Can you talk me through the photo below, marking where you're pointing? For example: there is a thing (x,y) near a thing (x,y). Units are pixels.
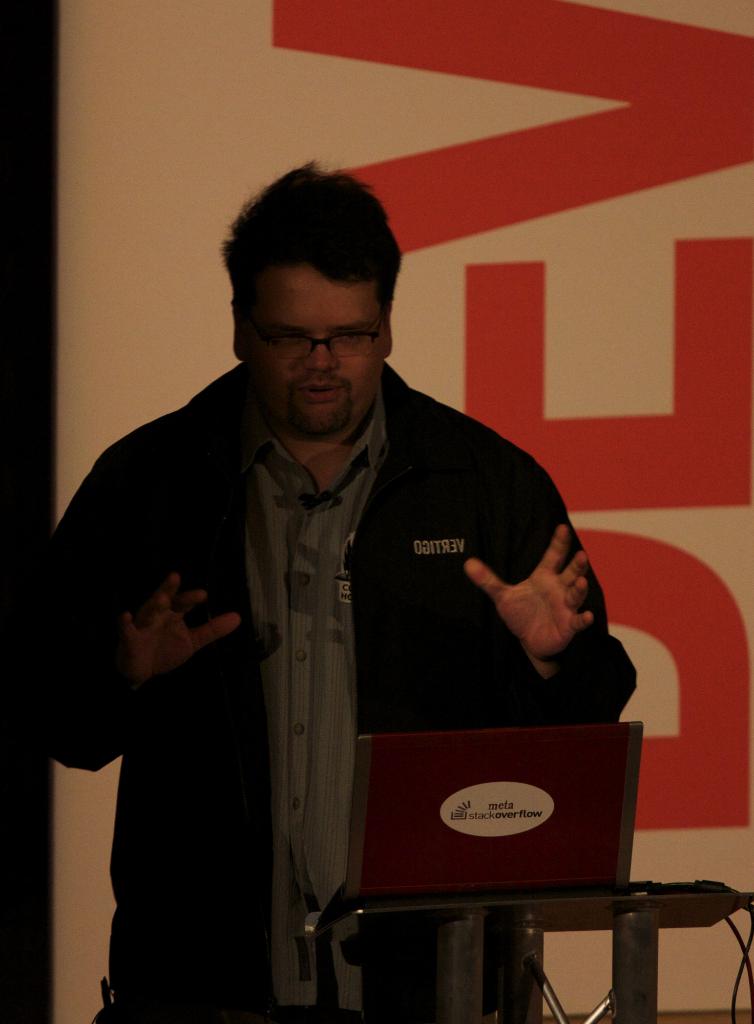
In the foreground of this image (151,682), there is a person (300,840) standing in front of a table stand (537,908) on which there is a laptop (537,849). In the background (262,120), it seems like a screen (314,70).
